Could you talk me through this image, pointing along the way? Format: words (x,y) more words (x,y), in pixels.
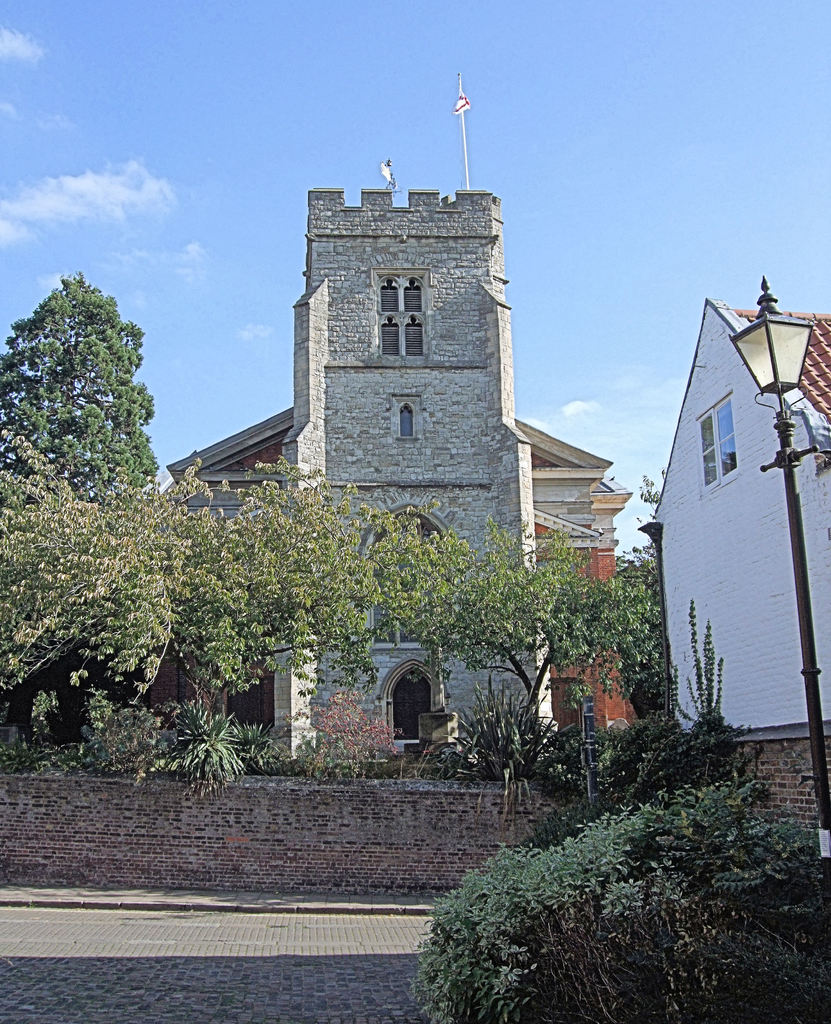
In this image there is wall (259,839) beside the pavement (152,895). Behind the wall (242,835) there are few plants (639,754) and trees (585,624). Behind it there are buildings (577,464). Right side (824,786) there is a street light (803,361). Before it there are few plants (629,944). Bottom of image (273,943) there is a cobblestone path (238,931). Top of image (294,119) there is sky (125,179).
